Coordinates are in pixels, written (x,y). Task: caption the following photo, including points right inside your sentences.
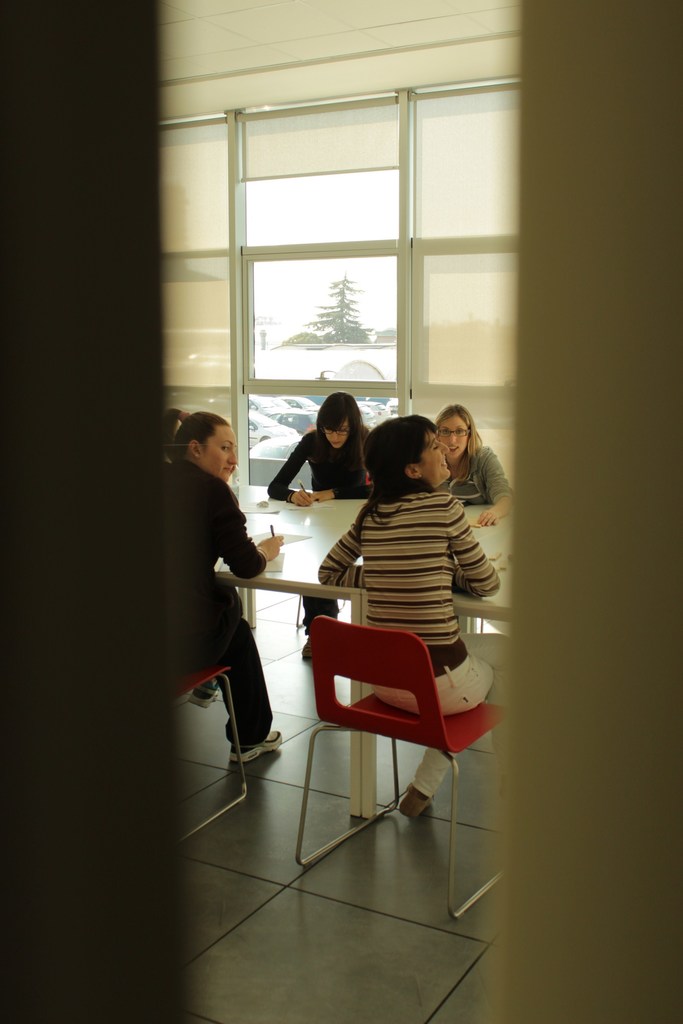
As we can see in the image, there are few people (388,426) sitting on chairs (364,725) around the table (311,573). On table (308,549) there is a pen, paper (319,504) and there is a window (311,242) over here.
